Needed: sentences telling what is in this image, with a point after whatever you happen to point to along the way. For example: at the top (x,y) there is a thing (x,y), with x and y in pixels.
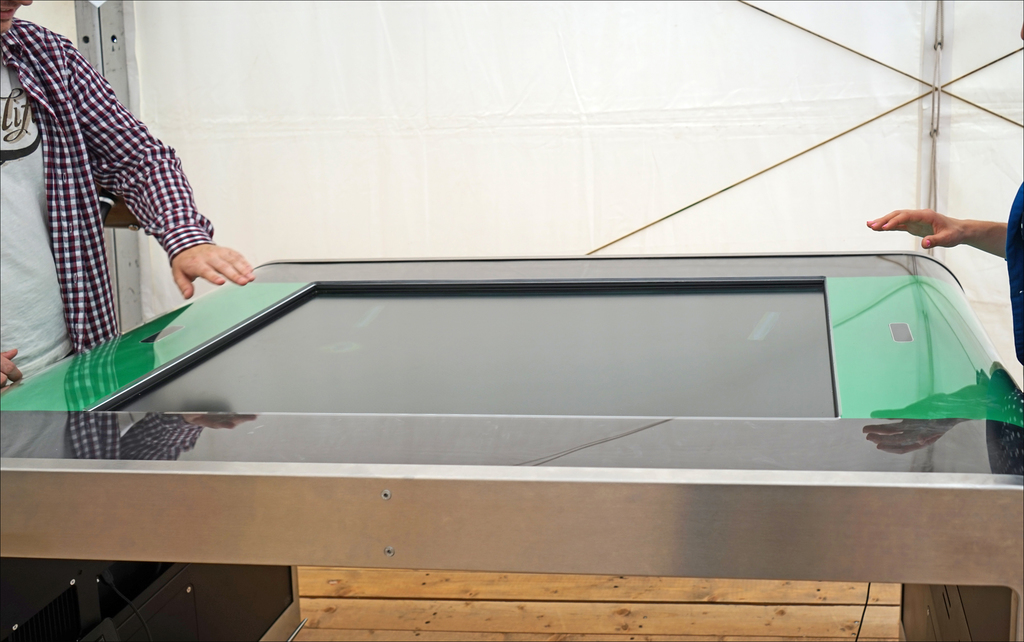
In this image there is a table (757,366), people (1016,282), wooden floor (458,580) and wall (410,114). In-front of them there is a table (747,257).
